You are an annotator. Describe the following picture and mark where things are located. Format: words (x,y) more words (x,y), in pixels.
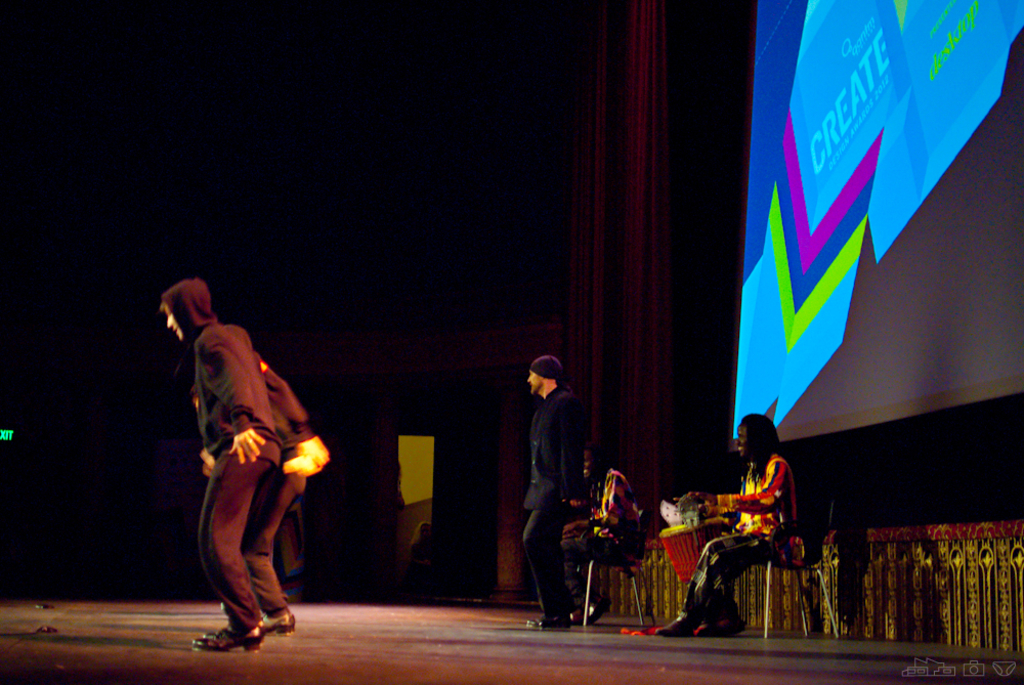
In this image there are persons (239,467) dancing on the stage (502,644), there are persons (723,552) sitting and playing musical instruments (684,537), there is a screen (916,226) truncated towards the right of the image (913,198), there is an exit board (8,437) truncated towards the left of the image (8,429), there are curtains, the background of the image (420,312) is dark.
